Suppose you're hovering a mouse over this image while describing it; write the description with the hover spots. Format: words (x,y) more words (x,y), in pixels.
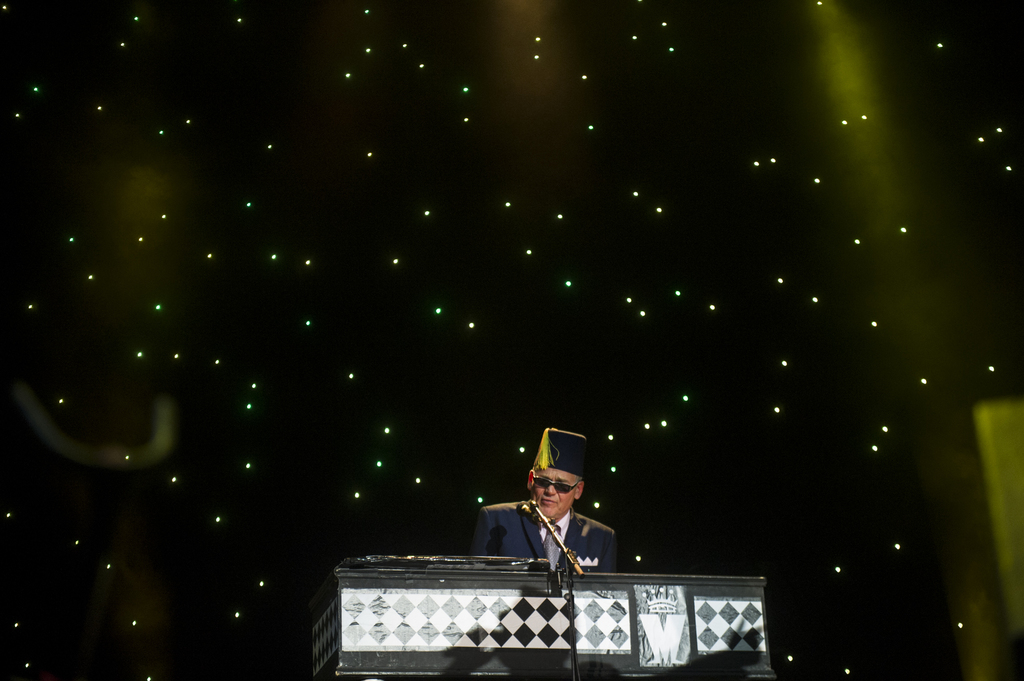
In the foreground of the image (402,564) we can see a person (535,526) wearing the cap (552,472) is standing in front of a table (560,624), we can also see a microphone (532,513) on a stand (562,548). In the background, we can see some lights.
